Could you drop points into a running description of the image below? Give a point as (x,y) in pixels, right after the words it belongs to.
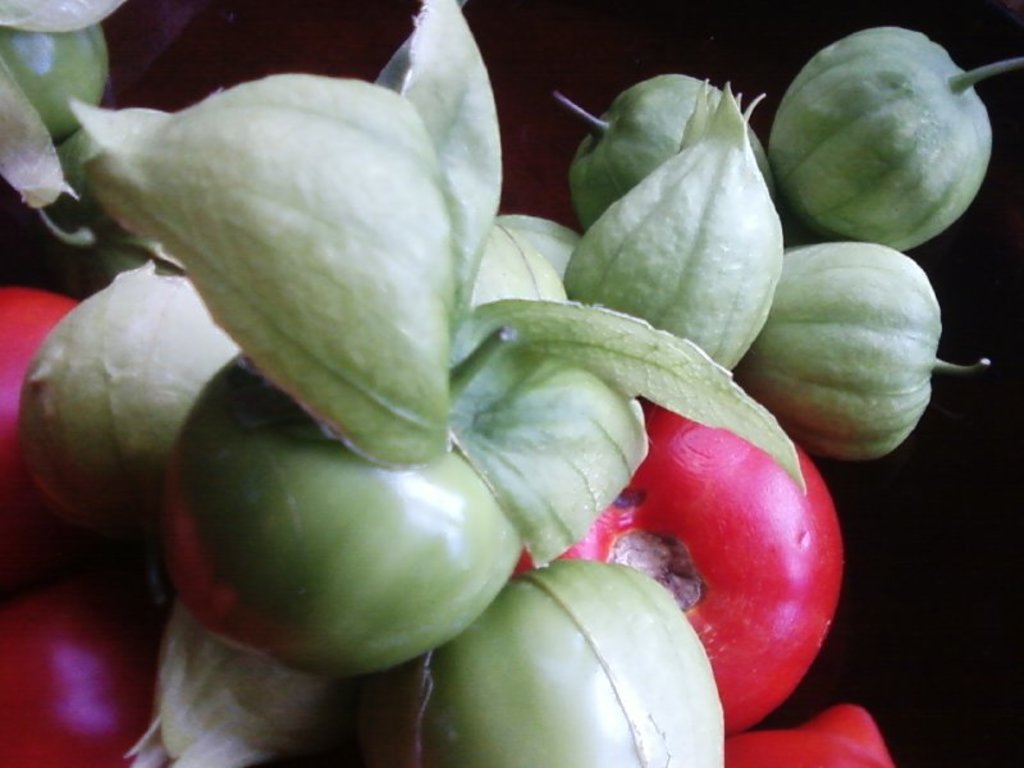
In this picture we can see vegetables (372,507).
